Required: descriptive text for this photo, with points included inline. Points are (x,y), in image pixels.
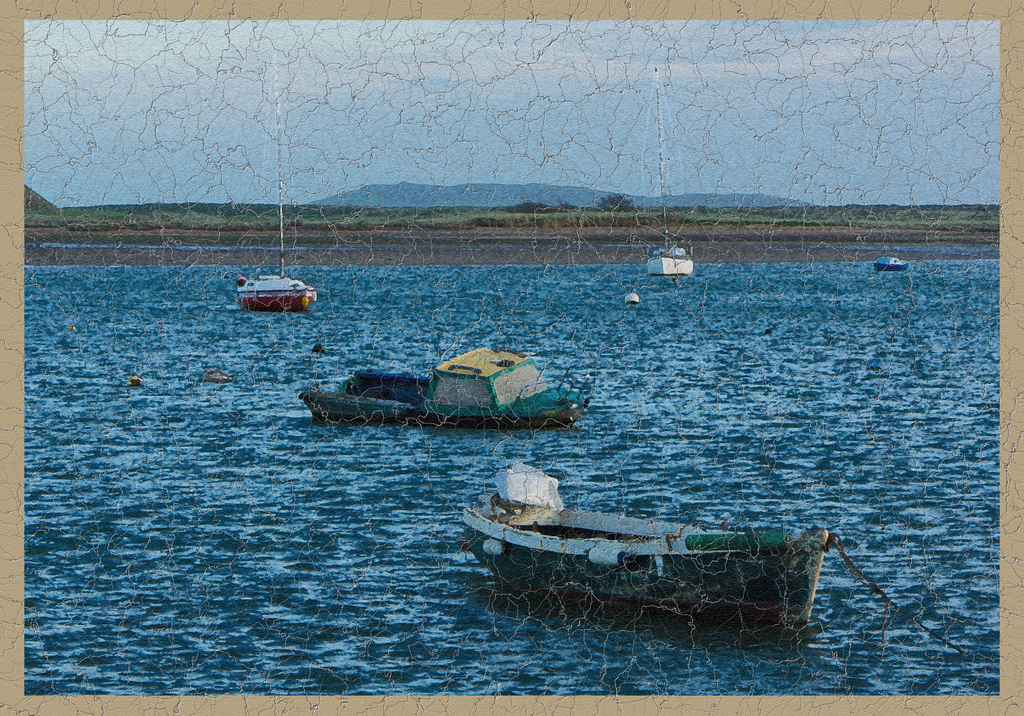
This is a poster. Here we can see boats (445,380) on the water (351,304). In the background (117,262) we can see grass (386,211) on the ground (369,226), mountains (568,202) and clouds (324,32) in the sky (330,85).
